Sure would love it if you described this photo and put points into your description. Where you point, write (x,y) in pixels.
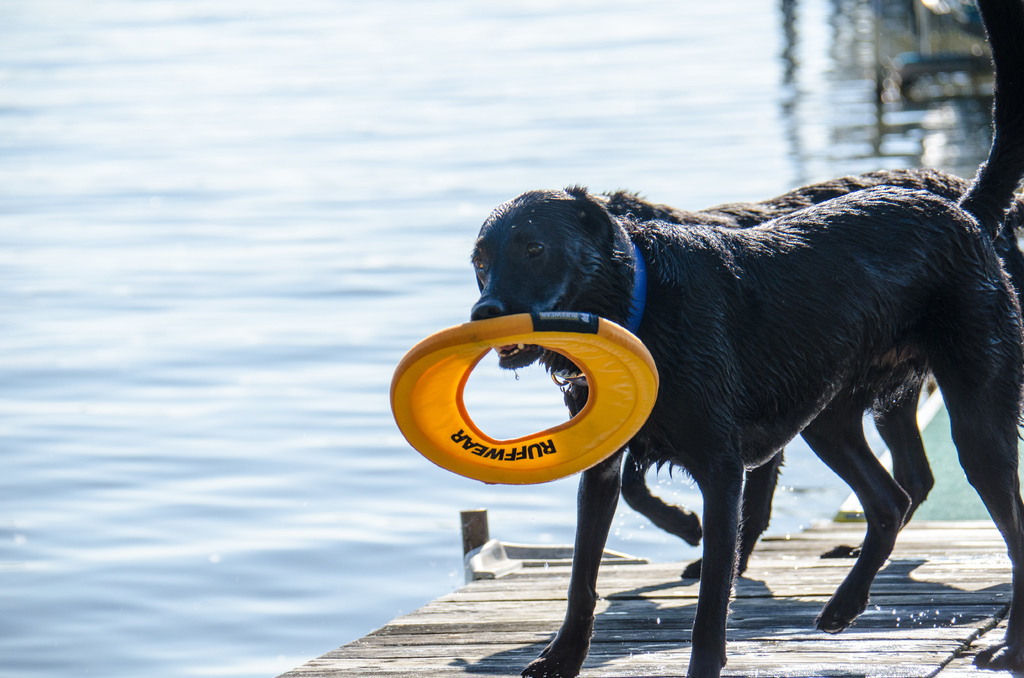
In this image there are two dogs (710,291) walking on the wooden surface (668,573). In the foreground (605,308) there is a dog (545,308). It is holding an object (429,409) in its mouth (508,346). There is text (482,452) on the object (538,447). There is a belt (636,266) around its neck (627,265). To the left (109,505) there is the water (345,178).
